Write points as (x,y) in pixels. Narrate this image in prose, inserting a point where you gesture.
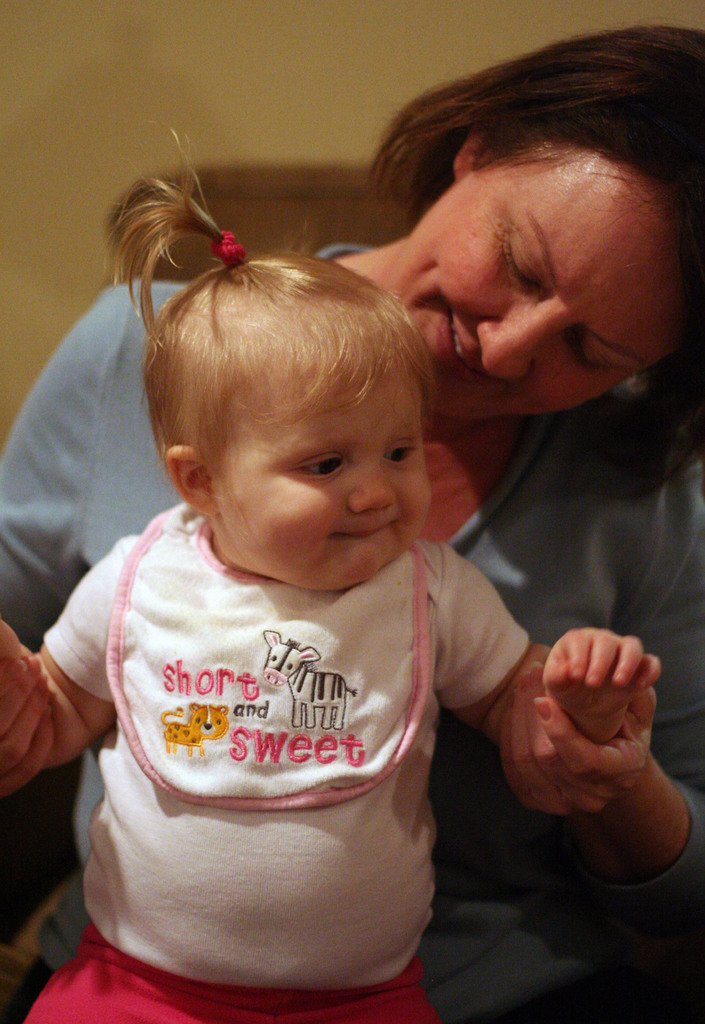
In this picture there is a woman (565,444) holding a kid (327,414). Woman (485,563) is wearing a blue top (528,486) and kid (143,788) is wearing a white top (230,864) and red skirt (130,966).
